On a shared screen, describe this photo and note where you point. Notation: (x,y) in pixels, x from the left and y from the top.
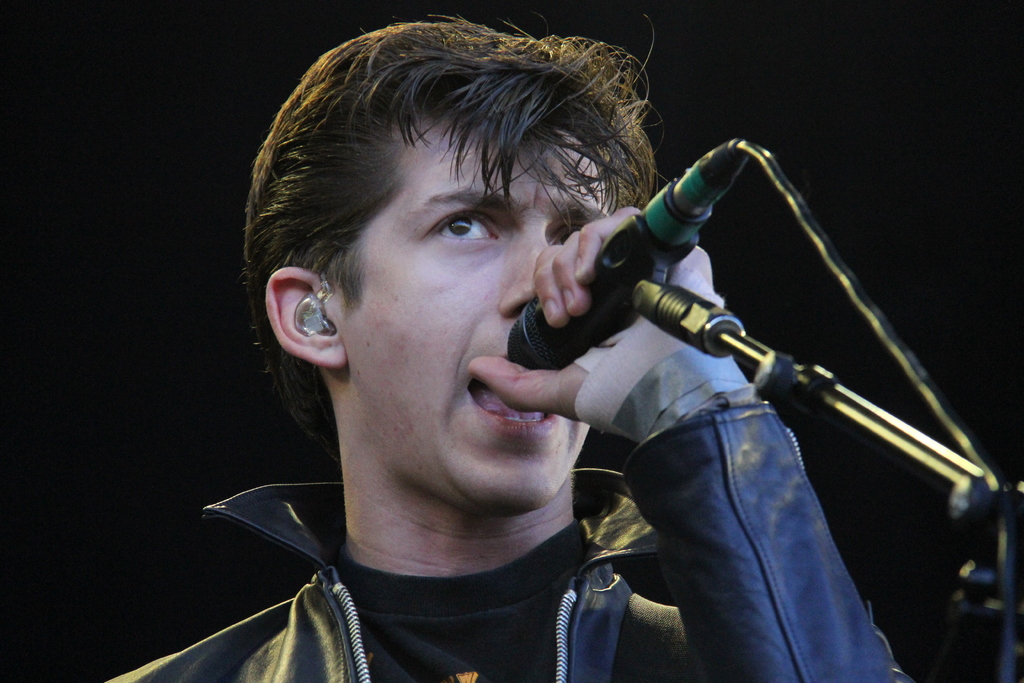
In this image I can see the person (523,615) wearing the black color dress (589,609) and holding the mic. And there is a black background (20,314).
